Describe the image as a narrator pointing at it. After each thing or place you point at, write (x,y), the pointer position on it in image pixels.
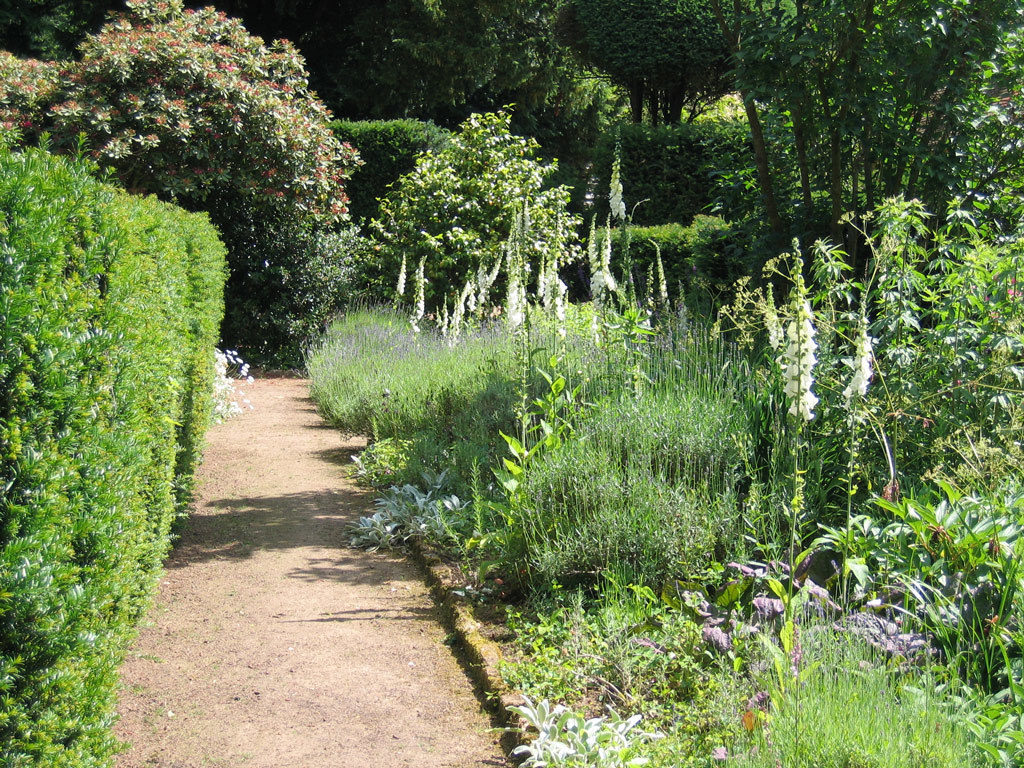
In this image we can see plants (218,279), flowers (316,344), and path (144,717). In the background (408,226) there are trees (898,123).
